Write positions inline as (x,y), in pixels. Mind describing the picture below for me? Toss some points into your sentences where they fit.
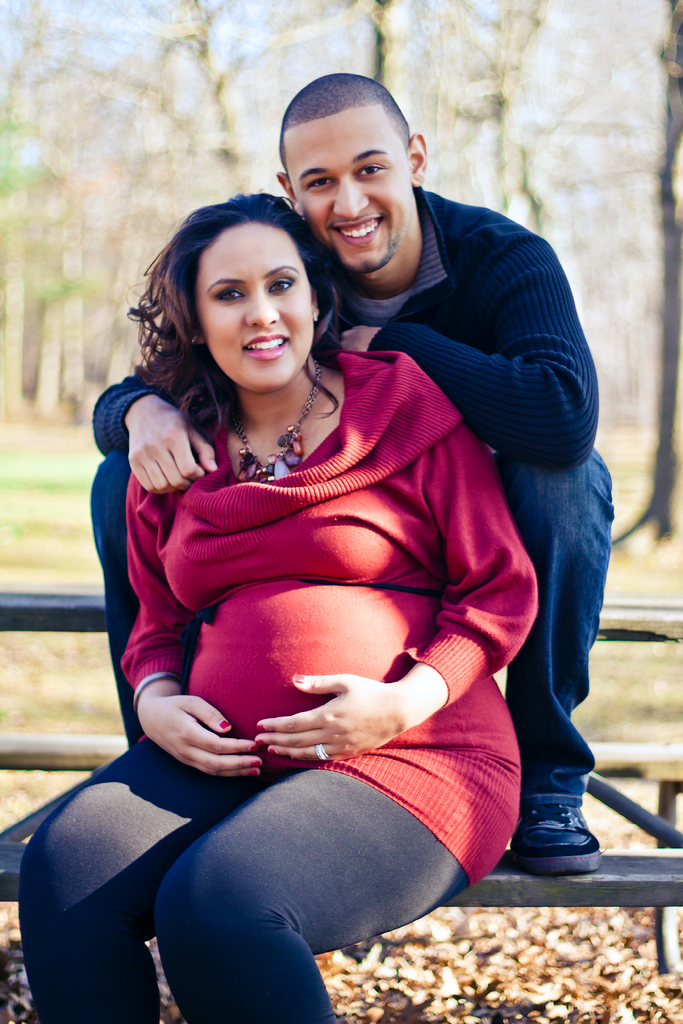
In this image we can see a lady (371,534), and a man (544,683) sitting on the bench (614,753), behind them there are trees (592,225), and the background (593,184) is blurred.
